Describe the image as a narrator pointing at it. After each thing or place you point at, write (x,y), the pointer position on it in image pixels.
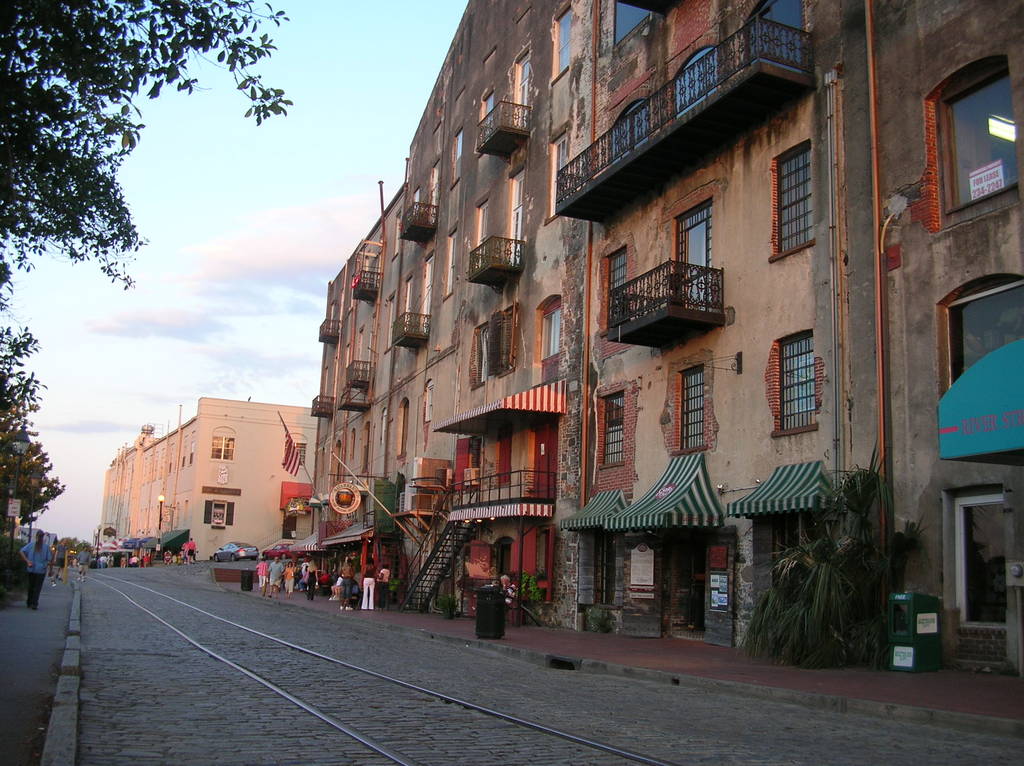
In this image there are buildings (346,428) and there are flags (291,463) on the buildings (399,439), in front of the buildings (363,555) there are a few people (306,573) walking on the pavement (434,626) and there are a few cars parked on the road (207,566), in front of the building (394,593) there is a tram track (245,661), beside the tram track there are trees (70,230).
